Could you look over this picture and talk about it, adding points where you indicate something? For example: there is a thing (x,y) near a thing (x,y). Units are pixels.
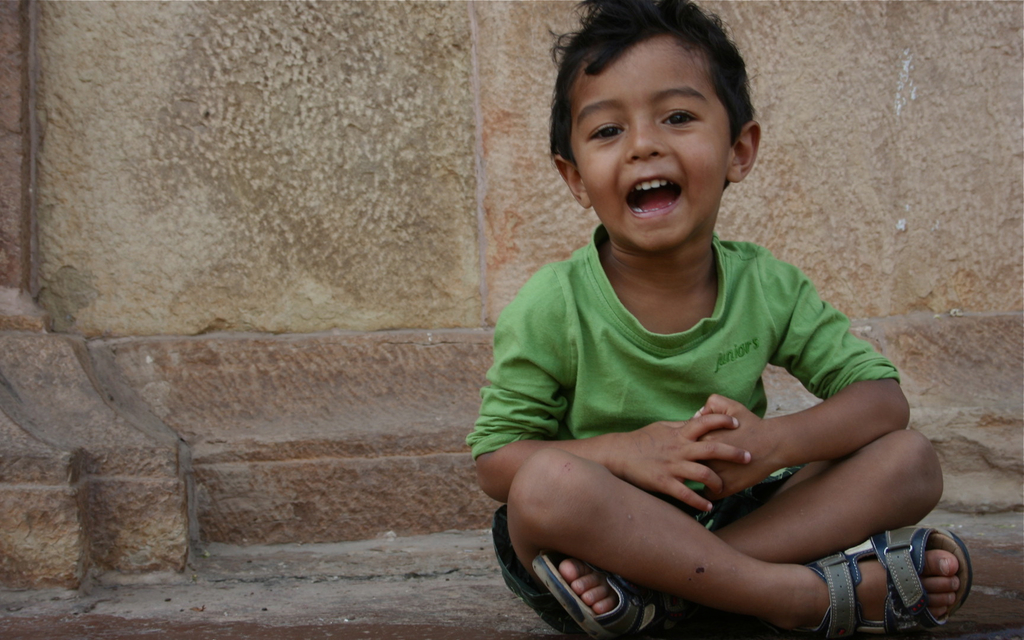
In the front of the image (634,241) I can see a boy (667,427) is sitting. In the background of the image (553,210) there is a wall (430,204).
